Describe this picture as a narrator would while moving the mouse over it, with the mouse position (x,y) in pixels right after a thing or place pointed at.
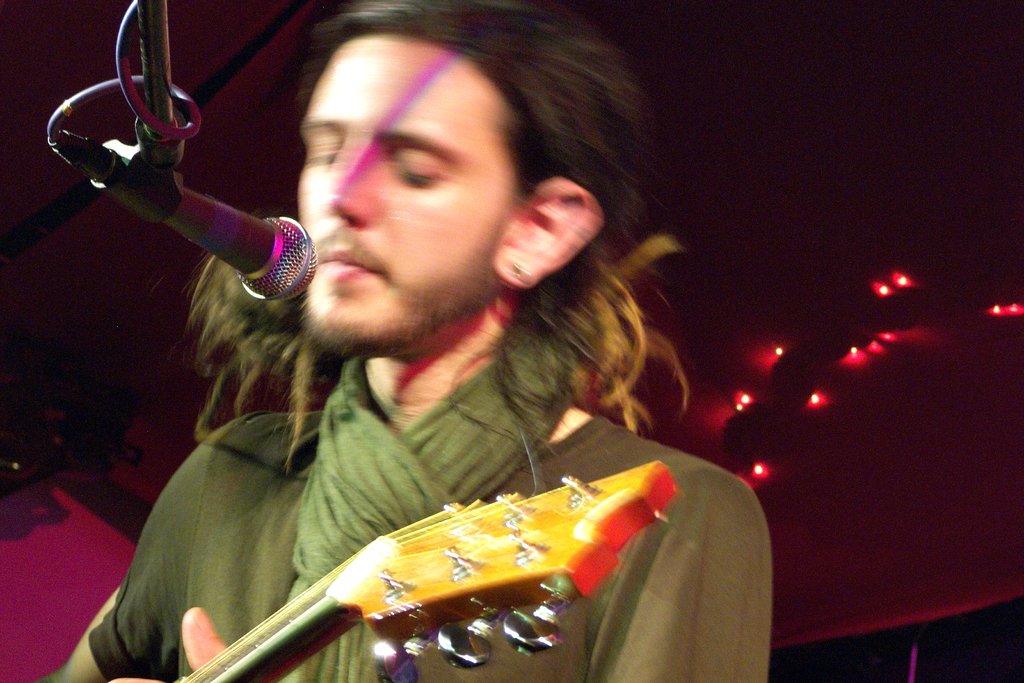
In this image in front (208,654) there is a person (371,243) holding the guitar (495,620). In front of him there is a mike (213,212). Behind him there are lights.
